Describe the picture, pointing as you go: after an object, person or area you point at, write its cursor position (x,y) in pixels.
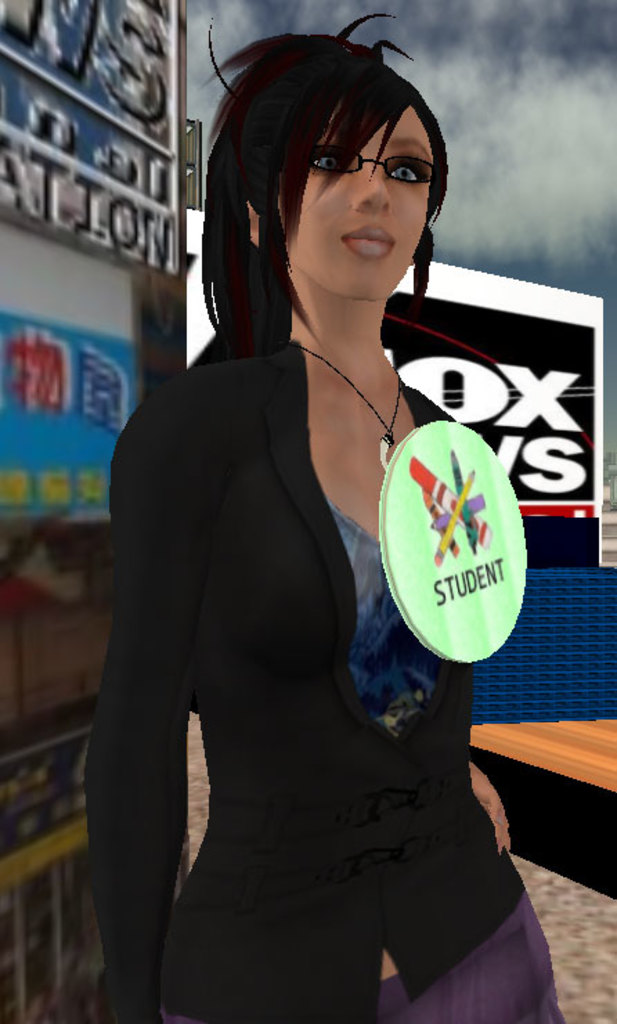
This is an animated picture. In the center of the image (286,583) we can see a lady (304,718) is standing. In the background of the image (539,464) we can see the boards (138,34), wall (551,680), table (595,776). At the bottom of the image (584,914) we can see the floor (577,889). At the top of the image (546,106) we can see the clouds (527,195) are present in the sky (527,195).
